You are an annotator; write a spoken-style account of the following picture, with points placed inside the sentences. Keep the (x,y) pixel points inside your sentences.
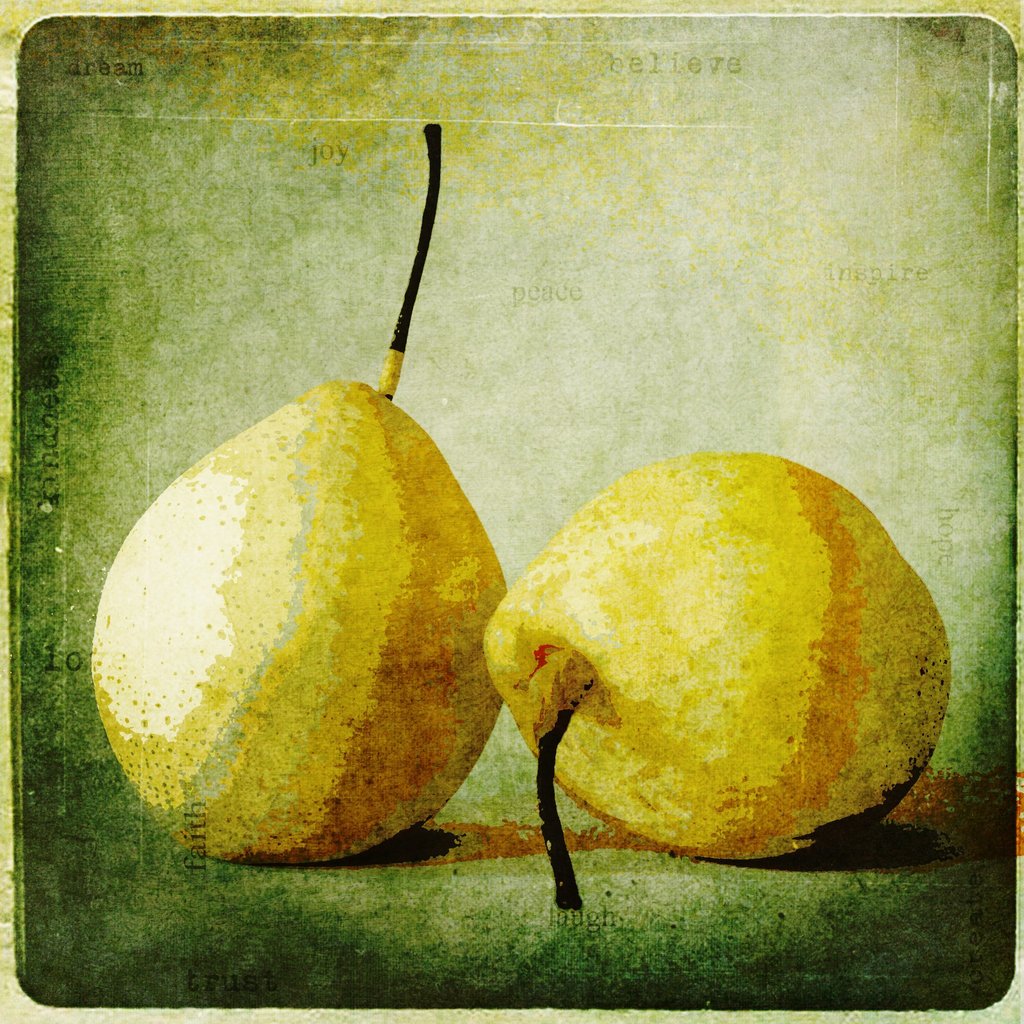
This is an edited image we can see two fruits (345,494) are present at the bottom of this image (471,729).
